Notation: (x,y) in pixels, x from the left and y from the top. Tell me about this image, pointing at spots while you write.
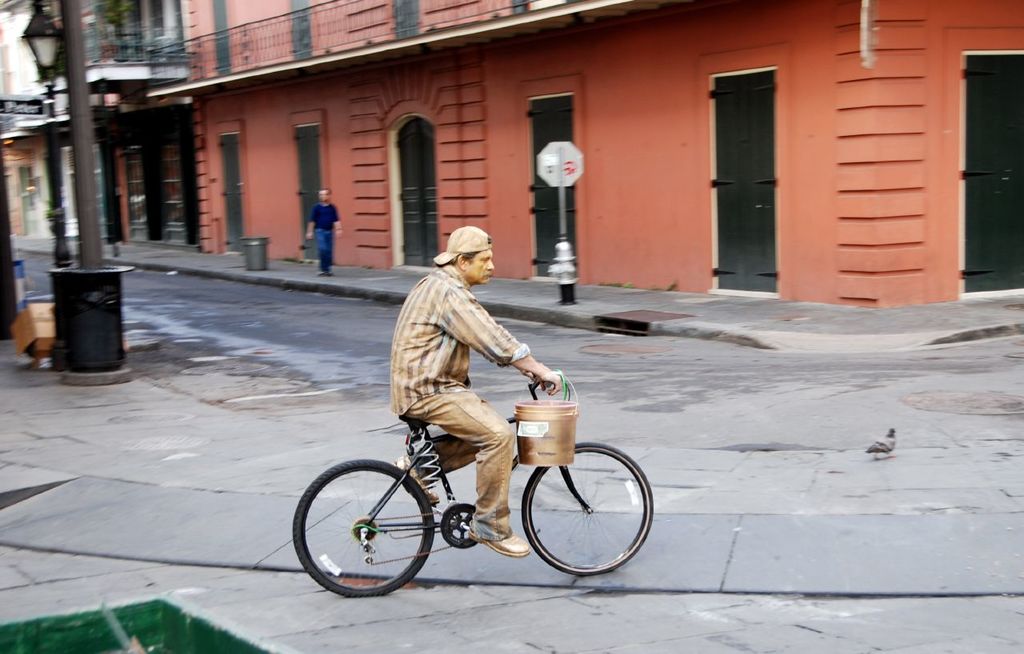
In this image we can see a man (479,490) is riding on the bicycle (543,474) with the bucket (561,443). In the background (259,146) we can see a building (640,150) and a pigeon (876,442) on road (895,452).
